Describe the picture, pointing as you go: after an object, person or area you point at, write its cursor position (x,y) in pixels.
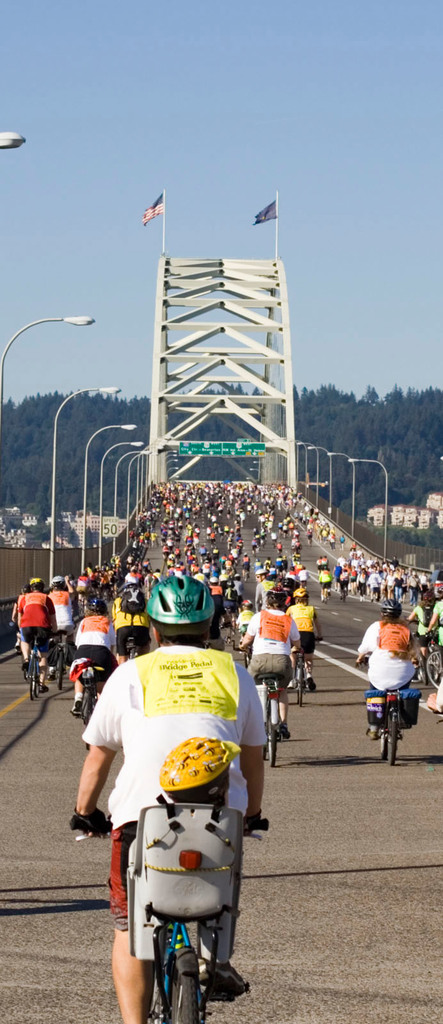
In this image I can see people (232,728) are sitting on bicycles (169,501). These people (201,657) are wearing helmets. In the background (424,498) I can see flags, trees (299,458), street lights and the sky (192,236).
